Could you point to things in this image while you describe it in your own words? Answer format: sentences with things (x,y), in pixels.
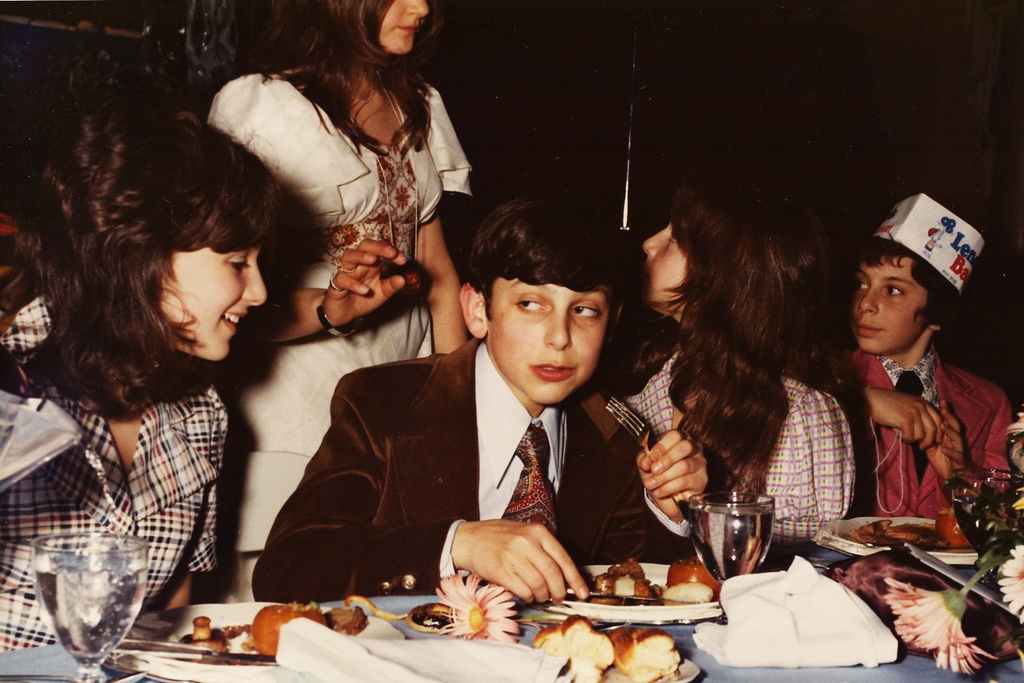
In this image I can see food items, flowers (491,630), napkins (372,655) and glasses (734,541) in the front (548,612). A person (654,469) is sitting in the center (488,445), wearing a suit (457,406) and holding a fork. There are other people (657,382) and a person (311,20) is standing behind them. There is a black background (645,102).
